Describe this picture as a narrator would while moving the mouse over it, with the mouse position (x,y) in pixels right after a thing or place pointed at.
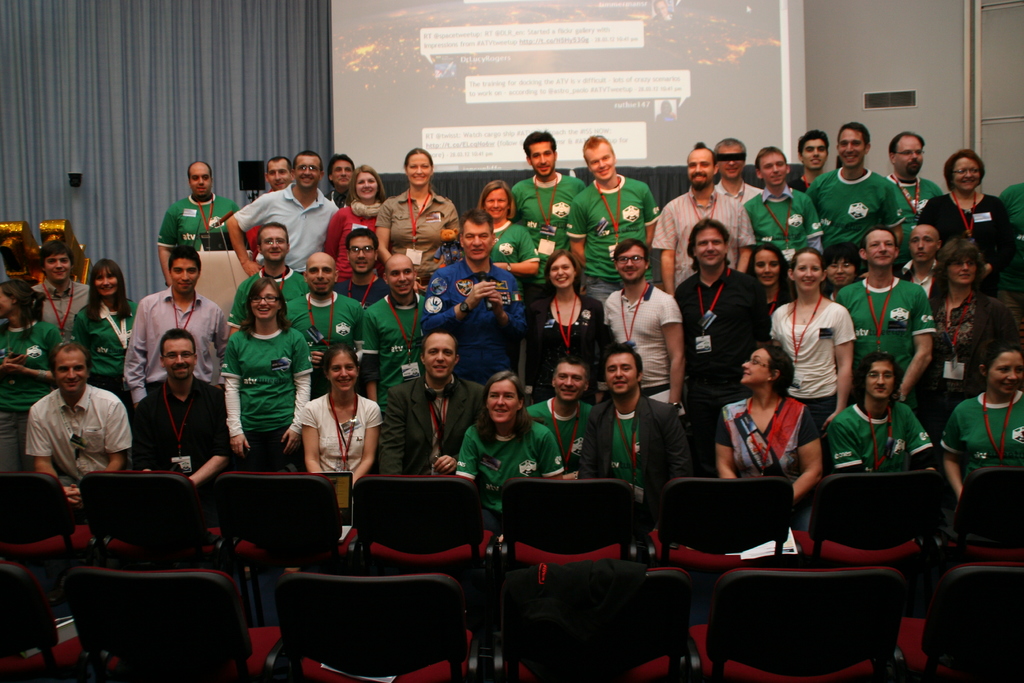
In this image we can see chairs (685,542). There are few people (65,454) sitting and few of them are standing. In the background of the image (826,26) there is wall (933,17).
